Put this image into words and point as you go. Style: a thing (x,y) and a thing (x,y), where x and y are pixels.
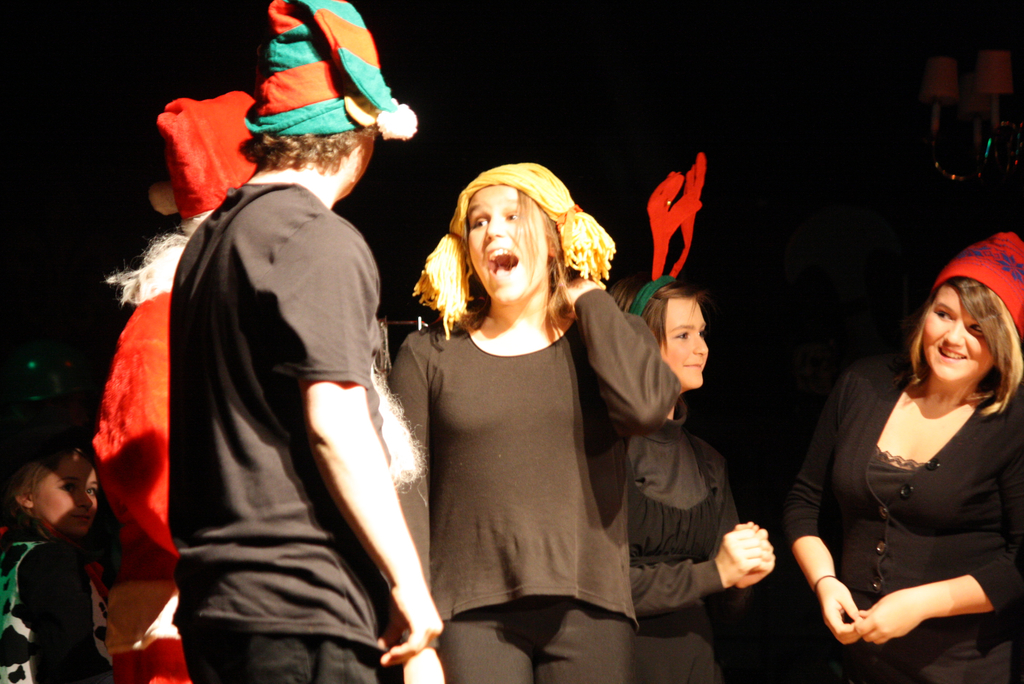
Left side (310,609) there is a person (319,407) wearing a black shirt (277,368) is wearing a cap (312,74). Behind there is a person (159,396) wearing a red top (158,372) is having a cap (224,131). Left bottom there is a woman (61,581). Right side (696,544) there are three women (631,506) wearing a black top (671,504). Right side (999,309) woman (987,283) is wearing a red color cap (986,271). Background (592,120) is in black color.
